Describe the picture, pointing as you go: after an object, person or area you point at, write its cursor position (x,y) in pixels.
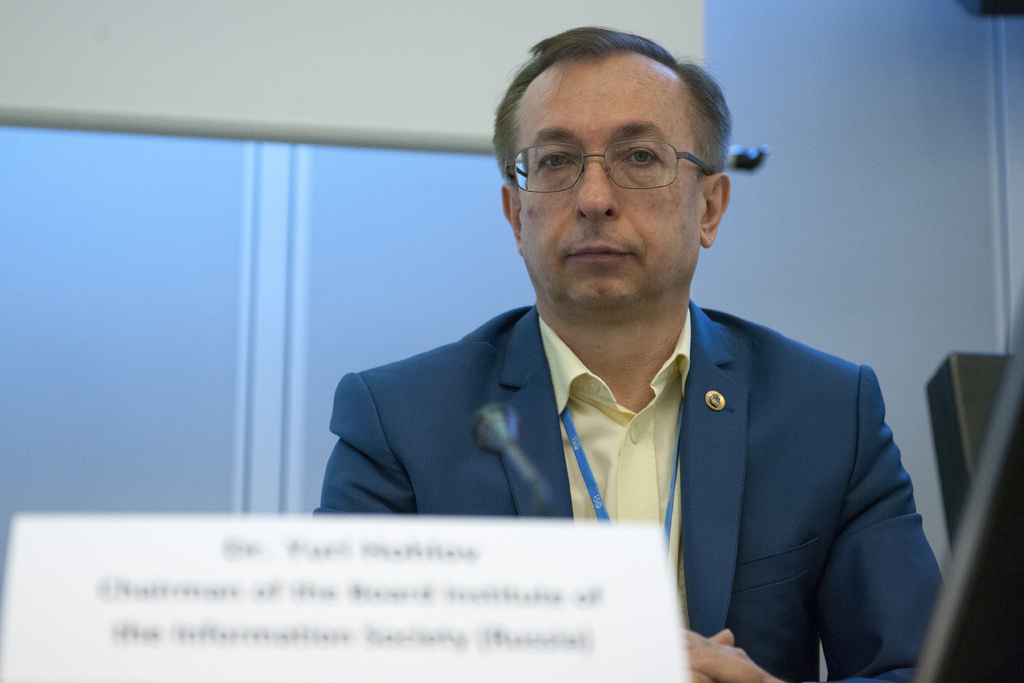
In the image we can see there is a man (720,422) and he is wearing formal suit (734,382). There is mic (498,449) kept on the stand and there is name plate (390,621) kept on the table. In front (34,636) the image is little blurred.
